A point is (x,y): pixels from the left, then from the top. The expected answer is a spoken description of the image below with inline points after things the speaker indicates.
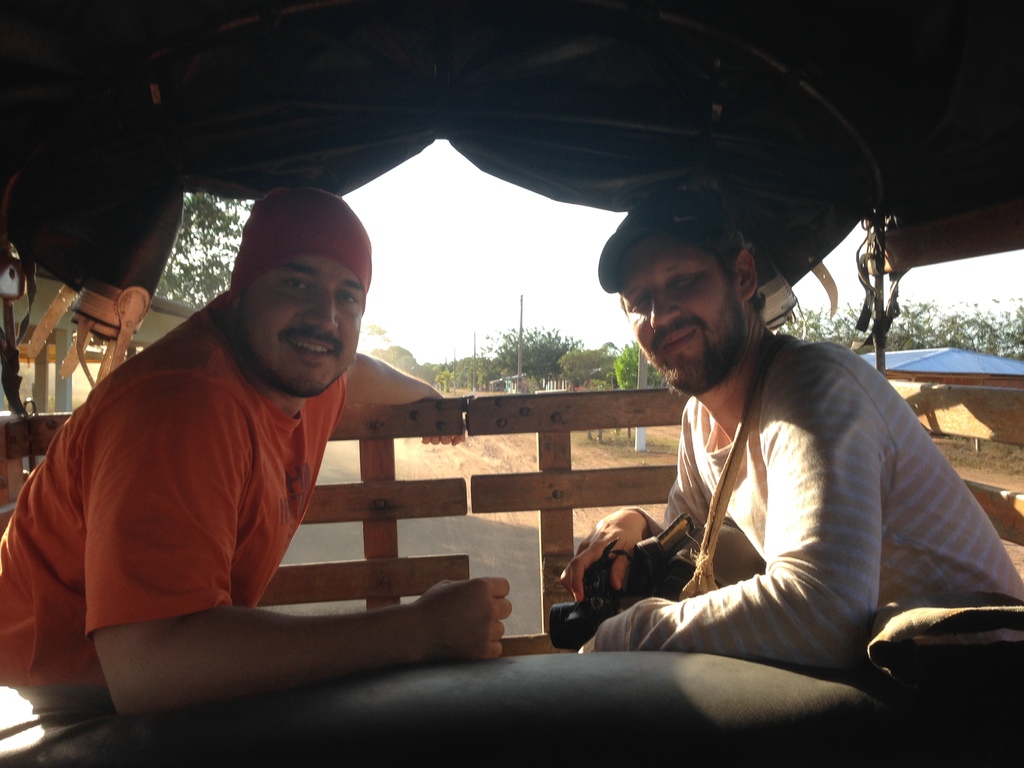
In this image we can see two persons (797,524) and they are smiling. Here we can see a fence (422,415), tent (633,75), sheds (920,357), road (999,473), trees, and poles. In the background (533,268) there is sky (451,268).
